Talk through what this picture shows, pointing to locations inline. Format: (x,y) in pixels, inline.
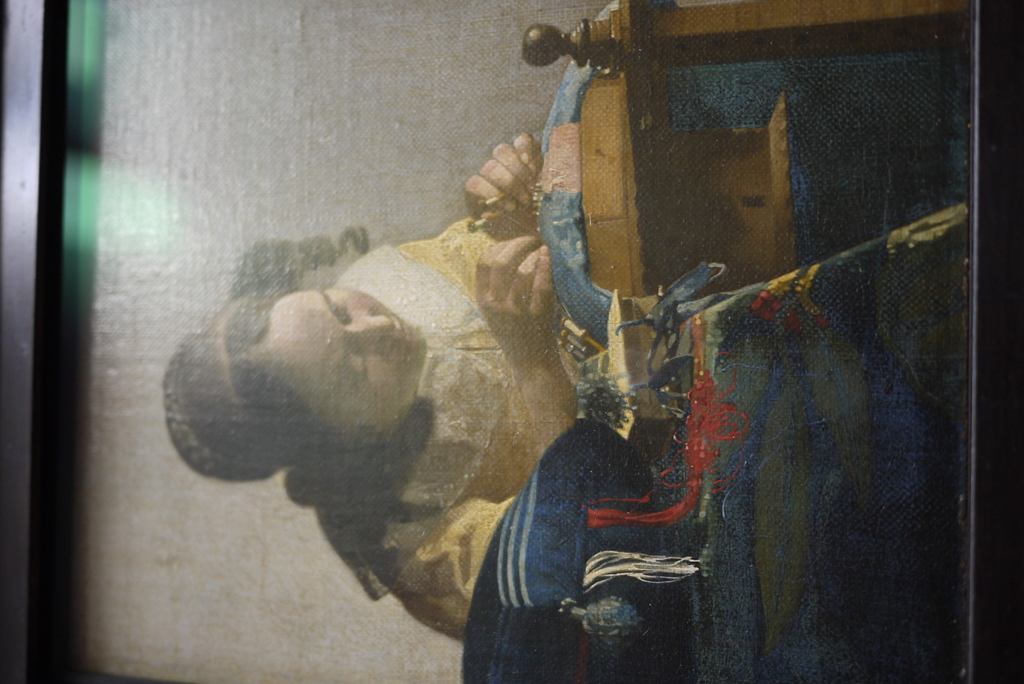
This picture seems to be an edited image. In the center (430,435) we can see a person (431,277) wearing yellow color dress (439,594), holding some object (500,205) and sitting and we can see there are some objects (659,280). In the background (272,60) we can see the white color object (120,420) seems to be the wall (346,38).
